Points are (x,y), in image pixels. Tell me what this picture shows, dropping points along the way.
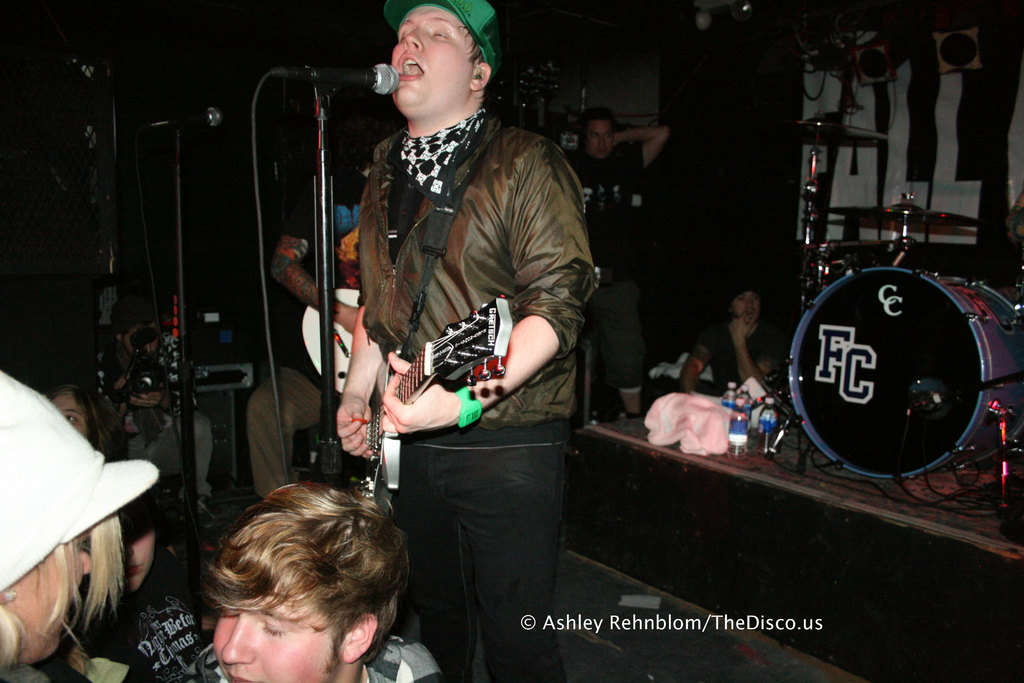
This picture is of inside. In the center (502,356) there is a man (469,90) standing, playing guitar (460,365) and singing. There is a microphone (392,76) attached to the stand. On the left (277,486) there are group of persons (173,611). On the right (1017,287) there are some musical instruments (899,292) and a person (754,341) sitting and we can see the bottles (773,421) placed on the top of the table (927,519). In the background (657,292) we can see a person (621,156) standing, a wall (577,34) and some other instruments (221,367).
